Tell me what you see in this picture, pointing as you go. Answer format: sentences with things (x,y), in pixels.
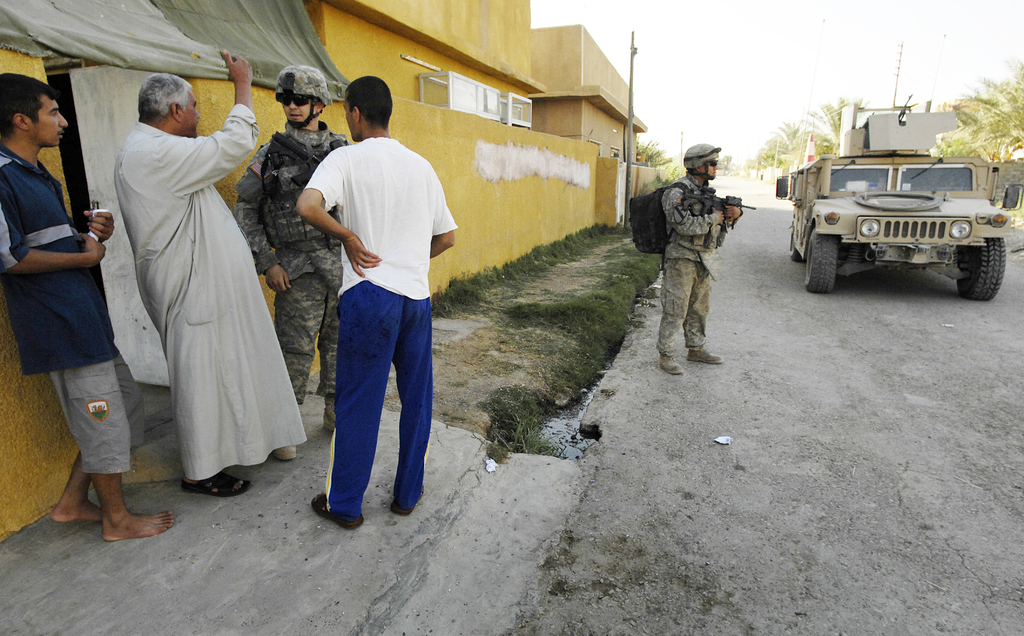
In this image, we can see few people (370,379) are standing. Here a person (699,230) is holding a gun (718,199). Background (991,96) we can see few houses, trees (1001,106), poles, walls (438,147), some objects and grass (590,336). On the right side (993,283), we can see a vehicle (844,230) on the road (891,368). Here there is a sky (744,87).
